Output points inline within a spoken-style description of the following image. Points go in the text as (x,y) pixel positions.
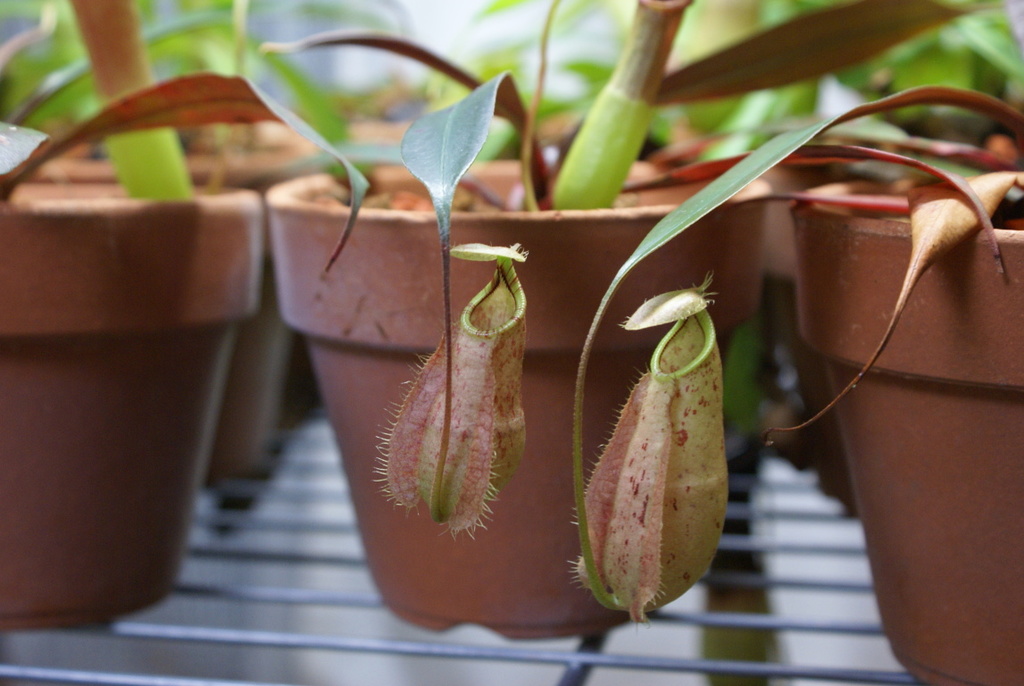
In this picture we can observe plant pots (181,251) which were in brown color. There are some plants (474,124) in these pots (607,239). In the background (78,45) it is completely blur.
